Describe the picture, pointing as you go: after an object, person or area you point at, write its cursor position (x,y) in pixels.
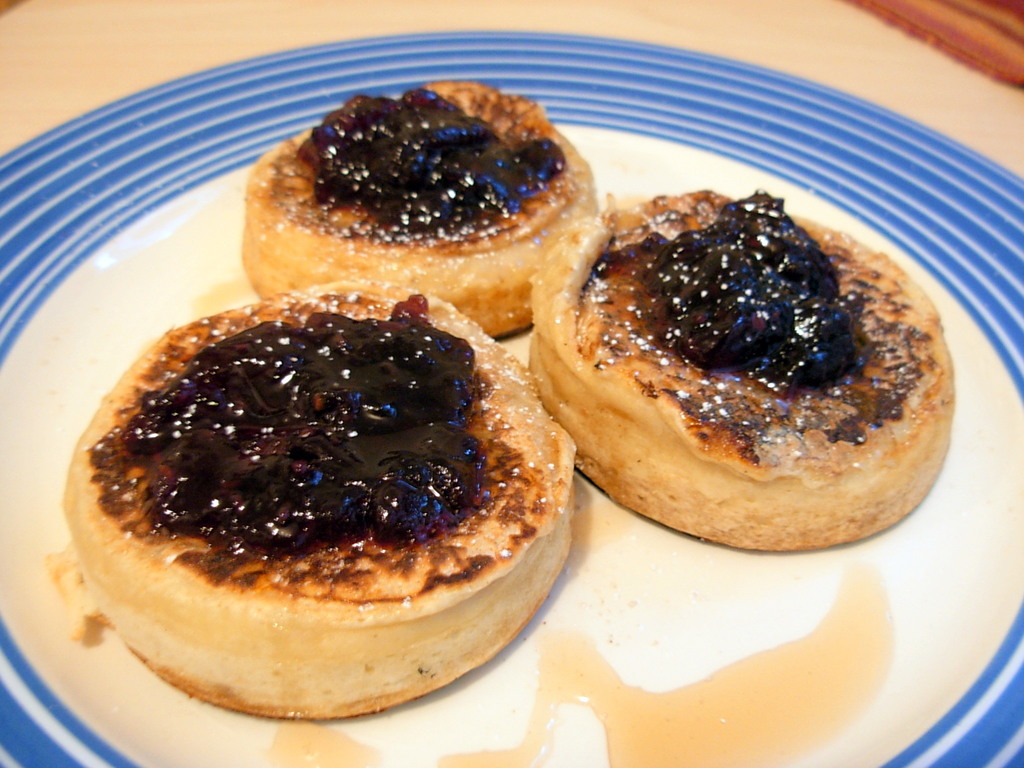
In this image I can see the plate (190,224) with food (255,369). I can see the plate (148,261) is in white and blue color and the food (296,453) is in black and brown color. The plate (700,135) is on the cream and brown color surface (831,47).
